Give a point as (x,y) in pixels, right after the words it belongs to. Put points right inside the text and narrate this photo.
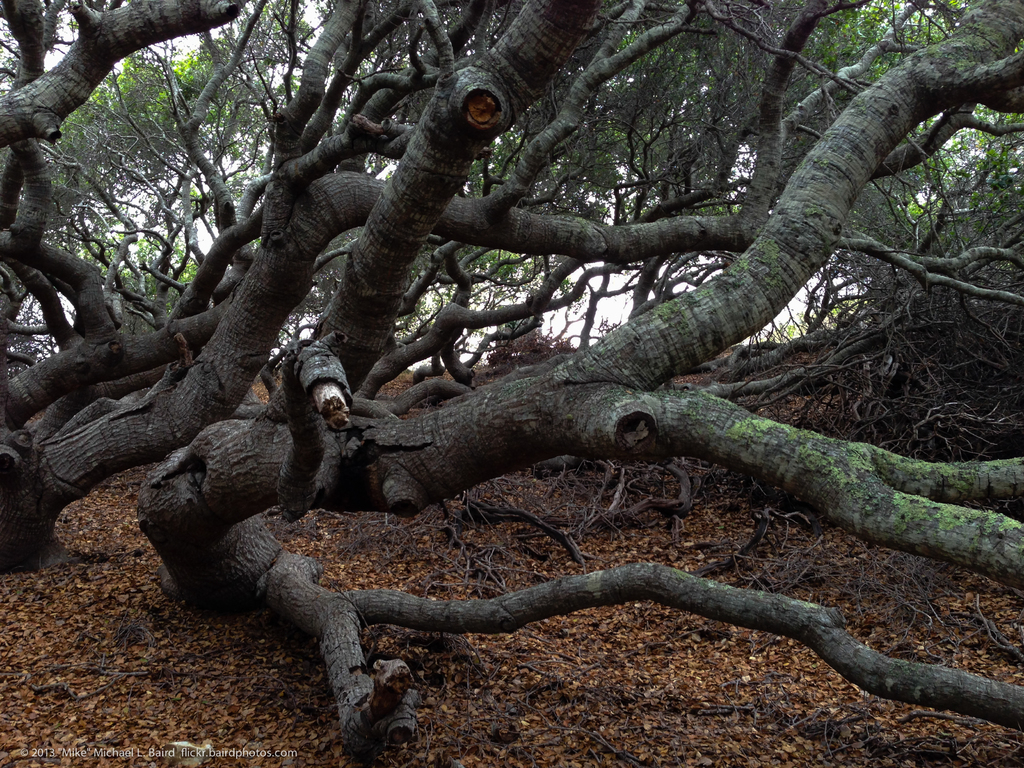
In this picture I can see branches (476,460), trees (517,468) and there is a watermark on the image.
